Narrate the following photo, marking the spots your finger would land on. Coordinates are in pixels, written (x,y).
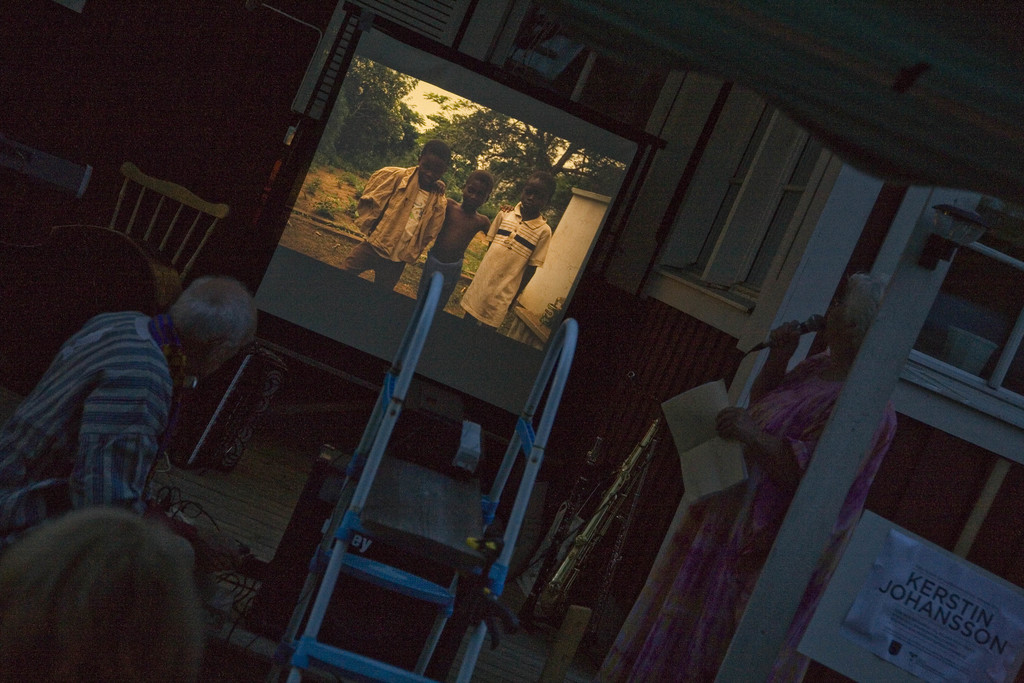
In this image we can see a lady (769,438) holding mic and papers (721,453) on the right side (743,441). There is a person (103,432) on the left side (105,440). And there is a ladder (384,578). In the back (384,278) there is a screen (456,211) with children (496,221). Also there are trees (461,138). In the background (182,201) there is a chair (169,225). Also there are few other things (424,521). And it is dark in the background (127,93).
